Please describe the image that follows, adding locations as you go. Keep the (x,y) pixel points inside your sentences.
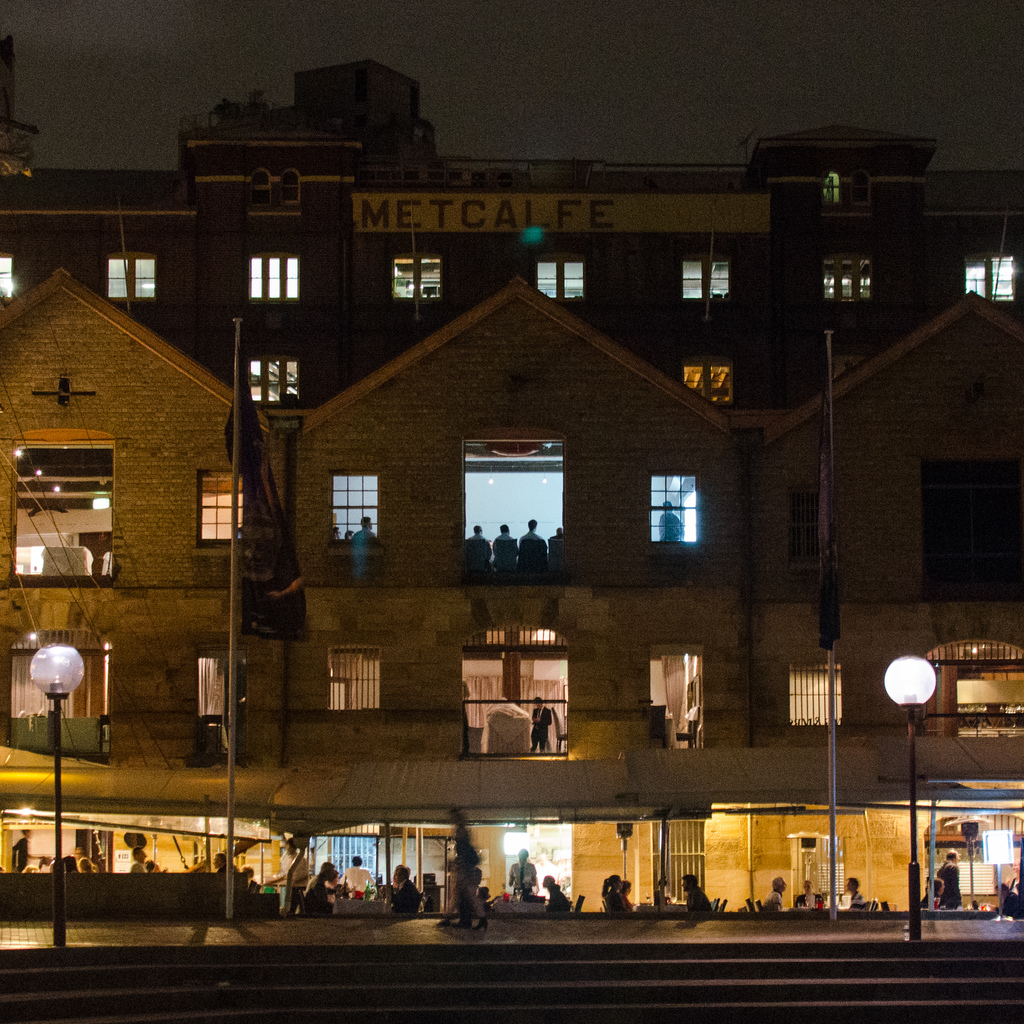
This image is taken during the night time where we can see that there is a building (573,651) in the middle (585,664). At the bottom (798,903) there are few people (618,903) sitting in the chairs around the tables (810,909). There are two lights (911,750) on either side of the building (268,688). In the middle (499,528) there are few people (544,545) standing in the corridor (524,510). At the bottom (303,966) there are steps (278,968).
